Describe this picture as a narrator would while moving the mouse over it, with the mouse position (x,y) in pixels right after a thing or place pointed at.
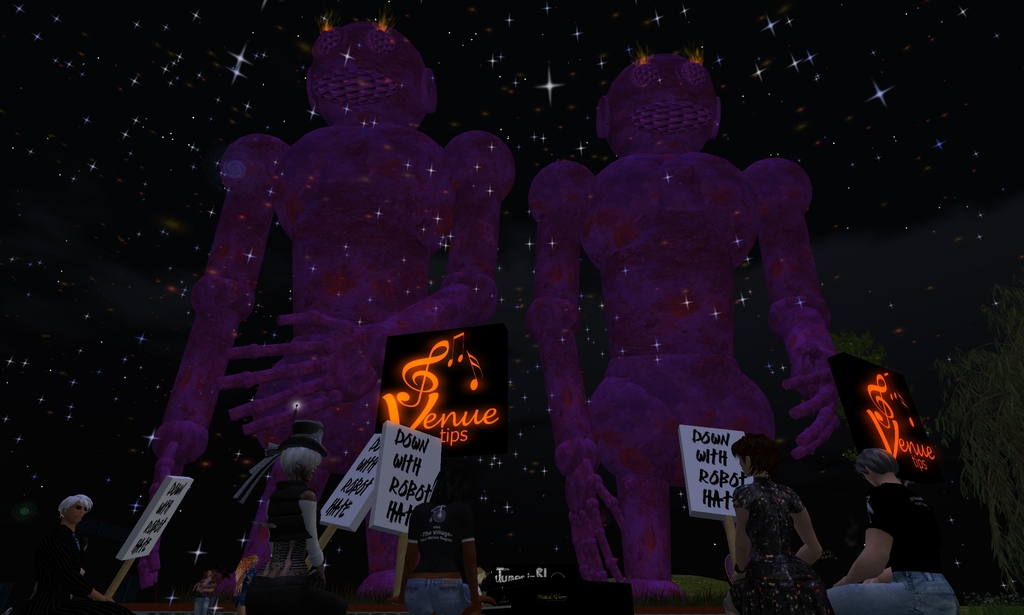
In this image I can see depiction picture where I can see people (56,581), few boards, stars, few trees (983,428) and on these boards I can see something is written.
